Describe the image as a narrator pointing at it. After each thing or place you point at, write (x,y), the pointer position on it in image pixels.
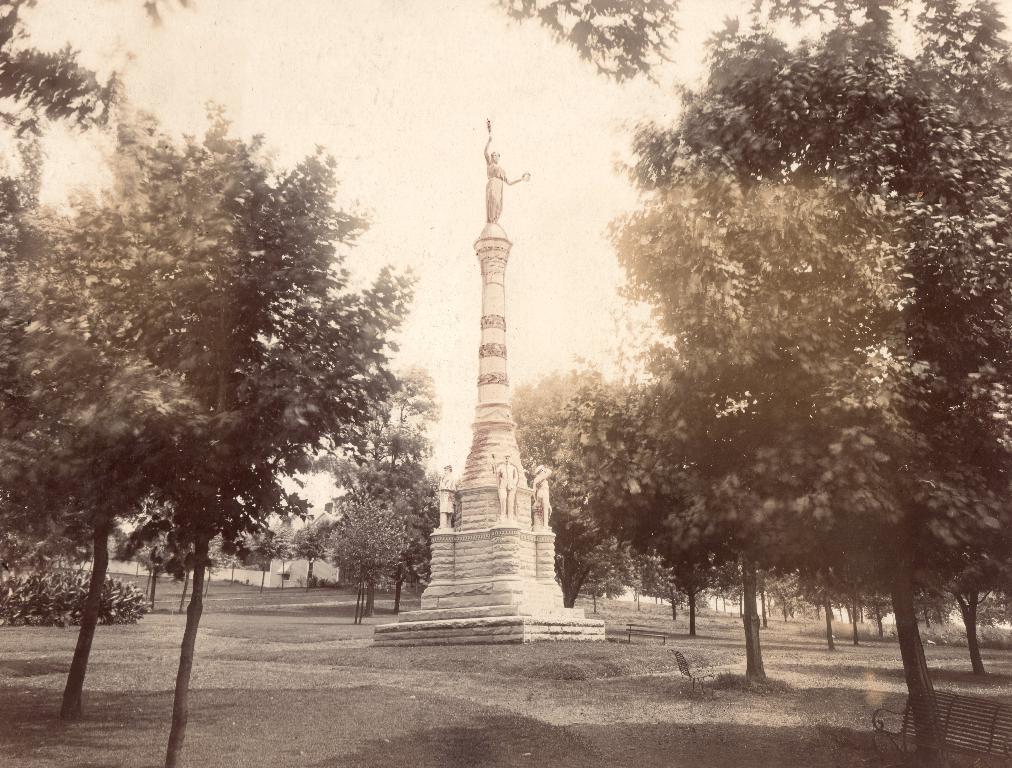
In this picture I see a bench (876,722) in front (949,715) which is on the right bottom of this image (893,732) and in the middle of this image (514,472) I see number of trees (784,428) and a statue (505,511) and in the background (248,91) I see the sky (673,69).
